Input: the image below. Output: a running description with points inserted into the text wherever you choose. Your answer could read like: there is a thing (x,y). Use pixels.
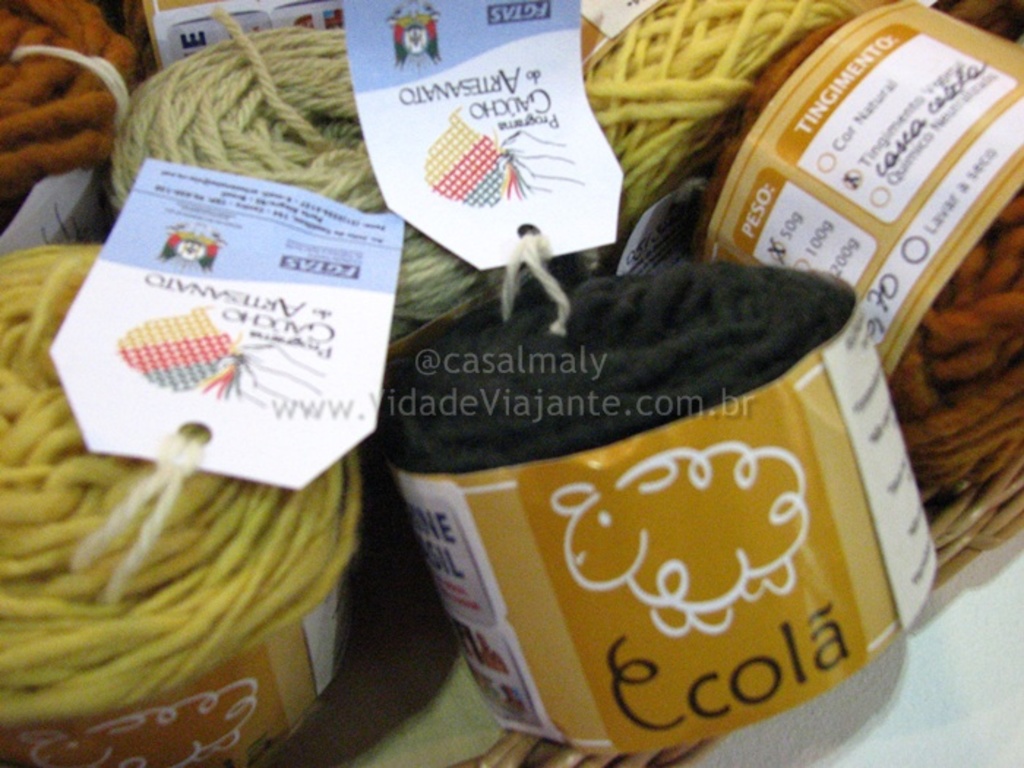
In this image we can see many yarns (230,600) placed in the basket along with the tags (475,242).
